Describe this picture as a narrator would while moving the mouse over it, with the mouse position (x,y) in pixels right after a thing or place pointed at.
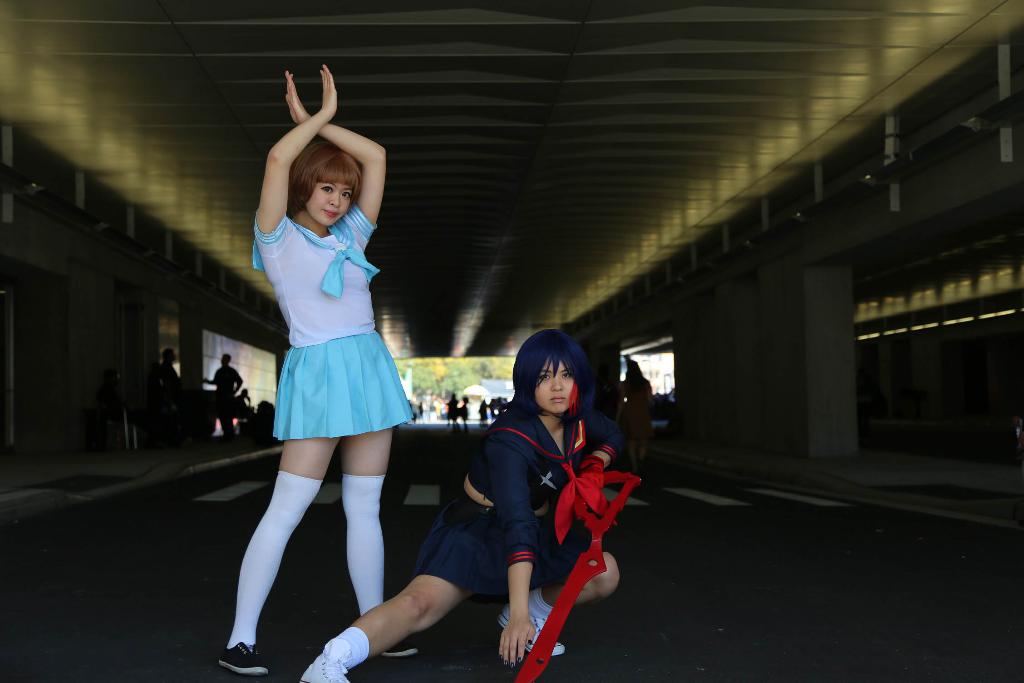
In this image in the foreground (561,398) there are two people (536,387), it seems that they are doing some action. And in the background (230,405) there are some people (489,405), and on the right side (734,309) and left side (61,367) there are some pillars (77,363), lights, and at the top (233,173) there might be ceiling (395,263). And at the bottom (337,517) there is a walkway (334,536).
